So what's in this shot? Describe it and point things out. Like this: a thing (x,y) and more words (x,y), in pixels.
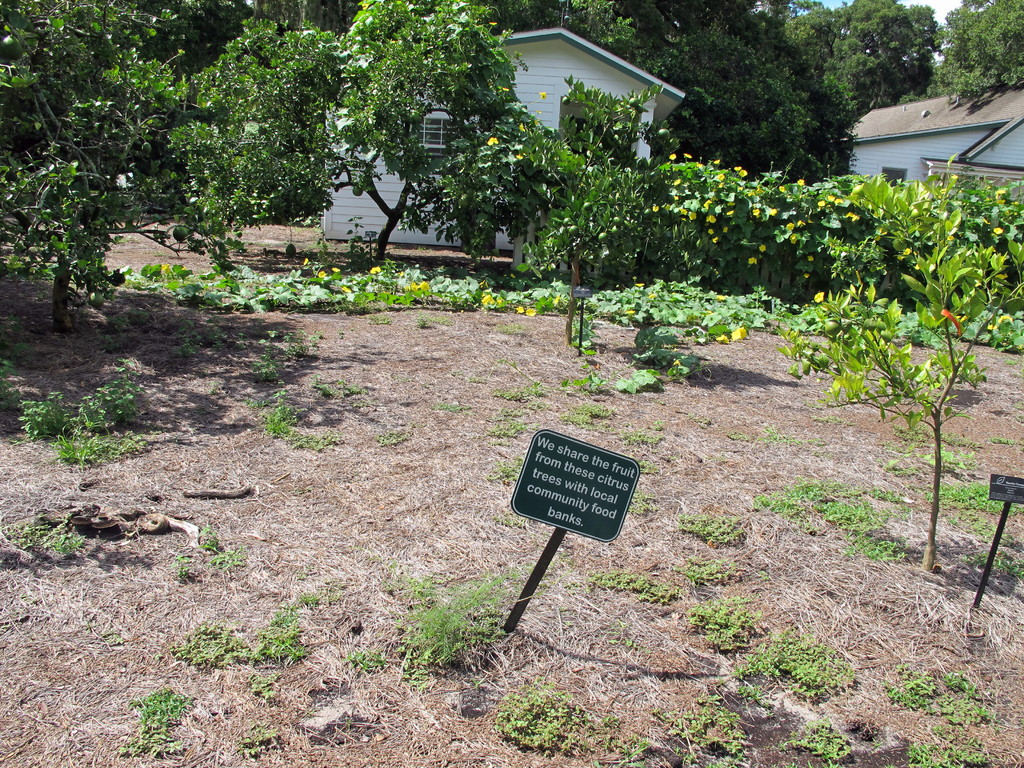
In the picture I can see trees (904,20), plants (961,297), boards (619,519) which has something written on them and houses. In the background (838,6) I can see the sky (941,2).
